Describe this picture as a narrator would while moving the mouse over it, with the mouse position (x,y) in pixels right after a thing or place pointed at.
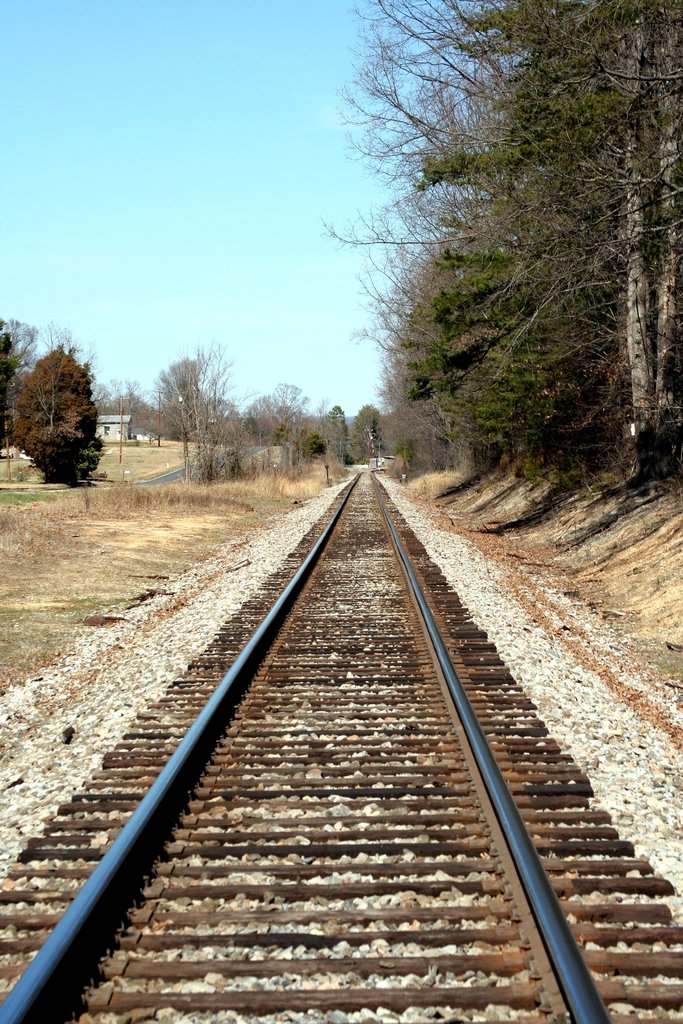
In the center of the image (373,597) we can see the track (438,732). We can also see some stones (554,662), plants (465,472), grass (183,536), a group of trees (627,443), a house (107,427) with a roof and the sky (275,249) which looks clear.
